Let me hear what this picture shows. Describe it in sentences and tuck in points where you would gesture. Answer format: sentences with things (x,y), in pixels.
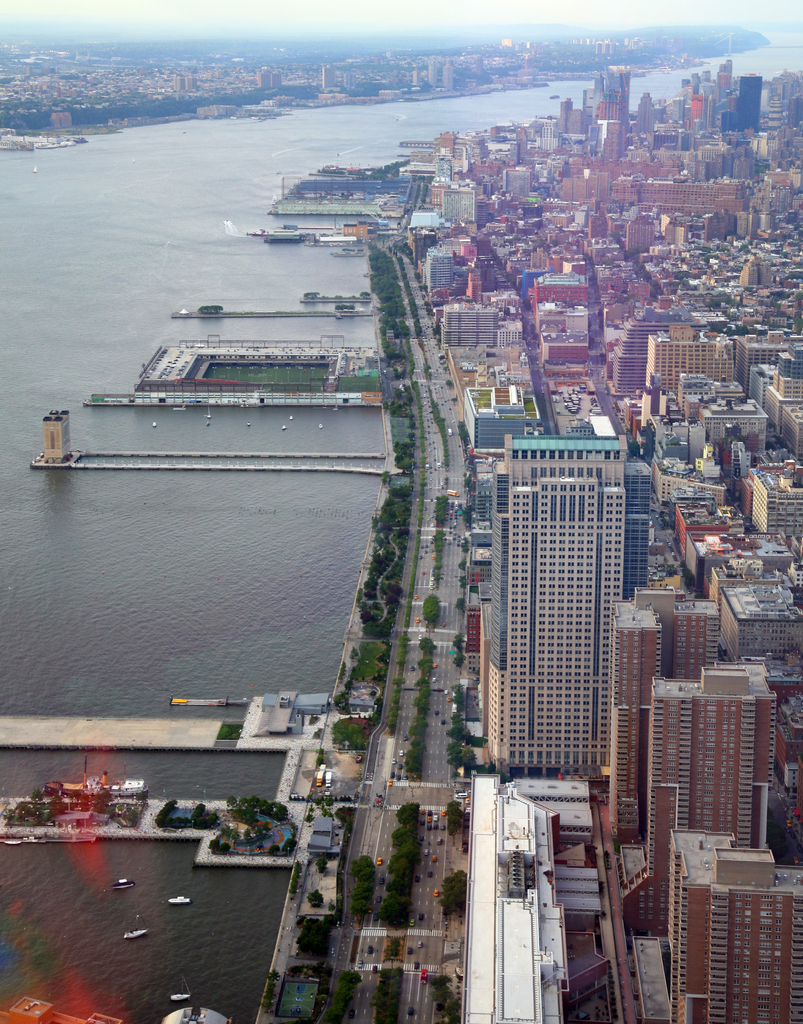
This is an aerial view in this image there are roads (429,383), trees (371,863), sea (300,566), buildings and the sky (342,16).
